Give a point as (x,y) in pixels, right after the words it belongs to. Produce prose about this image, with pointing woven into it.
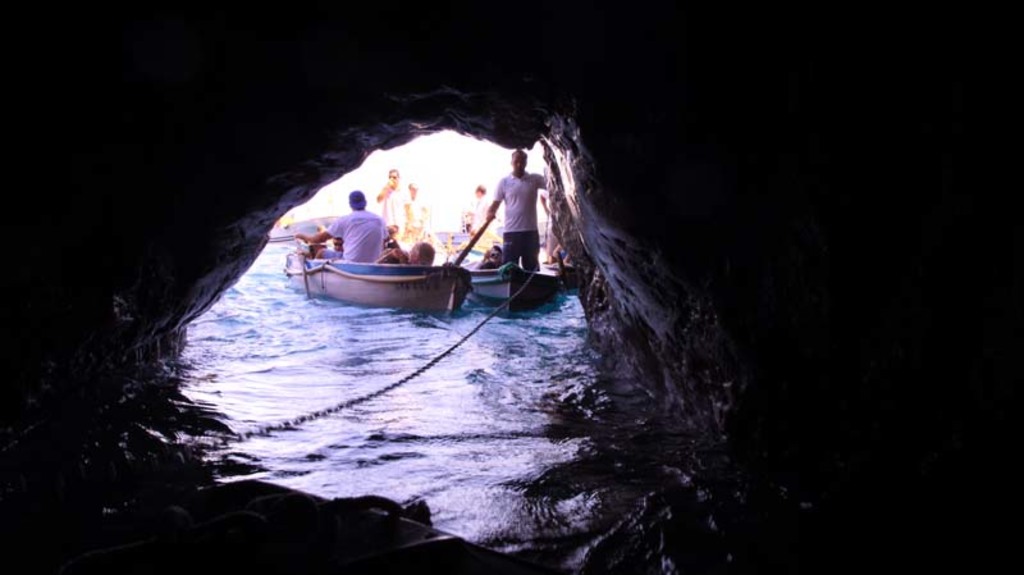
In this image we can see persons (534,260) standing and sitting in two boats (452,281) from a cave (522,132). In the background (424,179) we can see sky (424,179).
